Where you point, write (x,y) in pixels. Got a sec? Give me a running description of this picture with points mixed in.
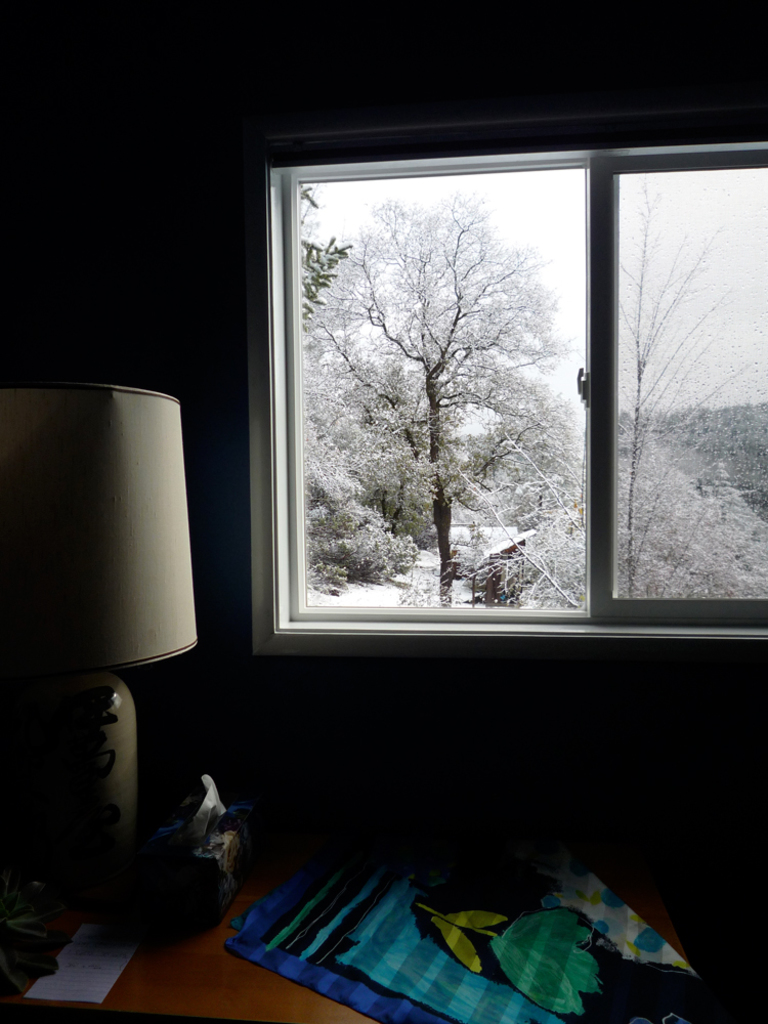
In this image I can see a brown colored table (185,993) on which I can see a cloth (322,937) which is blue, green and yellow in color, a lamp (78,826) which is white in color, a paper (88,964) and few other objects (45,964). I can see a window (607,448) through which I can see few trees (526,480) and the sky (666,296).
